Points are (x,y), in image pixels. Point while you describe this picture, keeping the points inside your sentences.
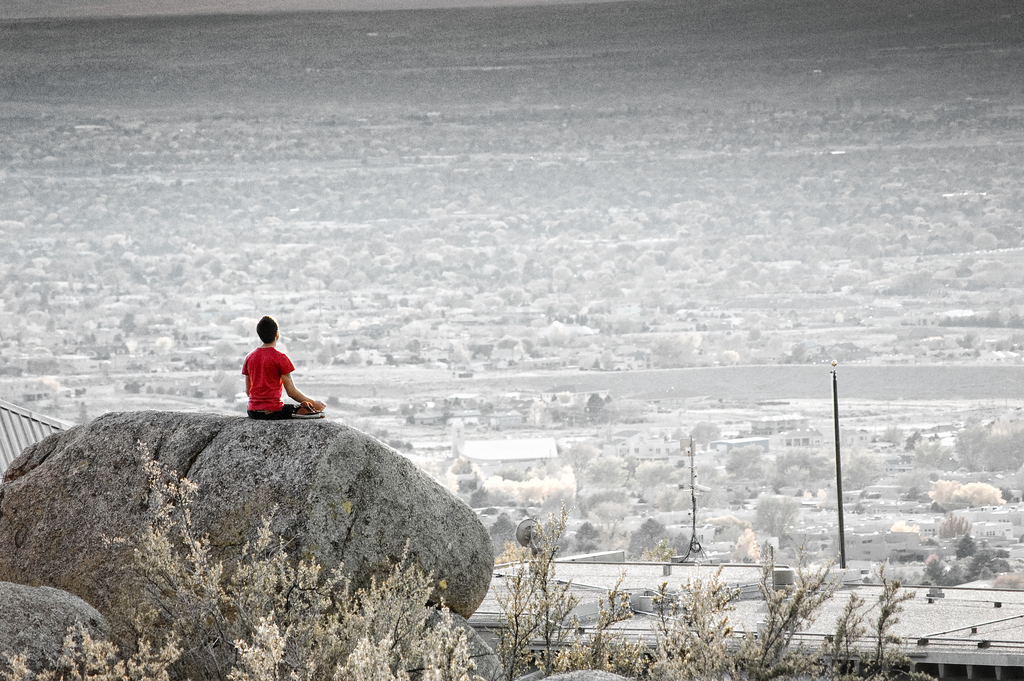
In this image in the front (515,625) there are plants (704,669). In the center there is a stone (319,535) and there is a person (271,415) sitting on the stone (284,446). In the background (641,462) there are houses (887,532) and there are trees (683,202) and there are poles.
